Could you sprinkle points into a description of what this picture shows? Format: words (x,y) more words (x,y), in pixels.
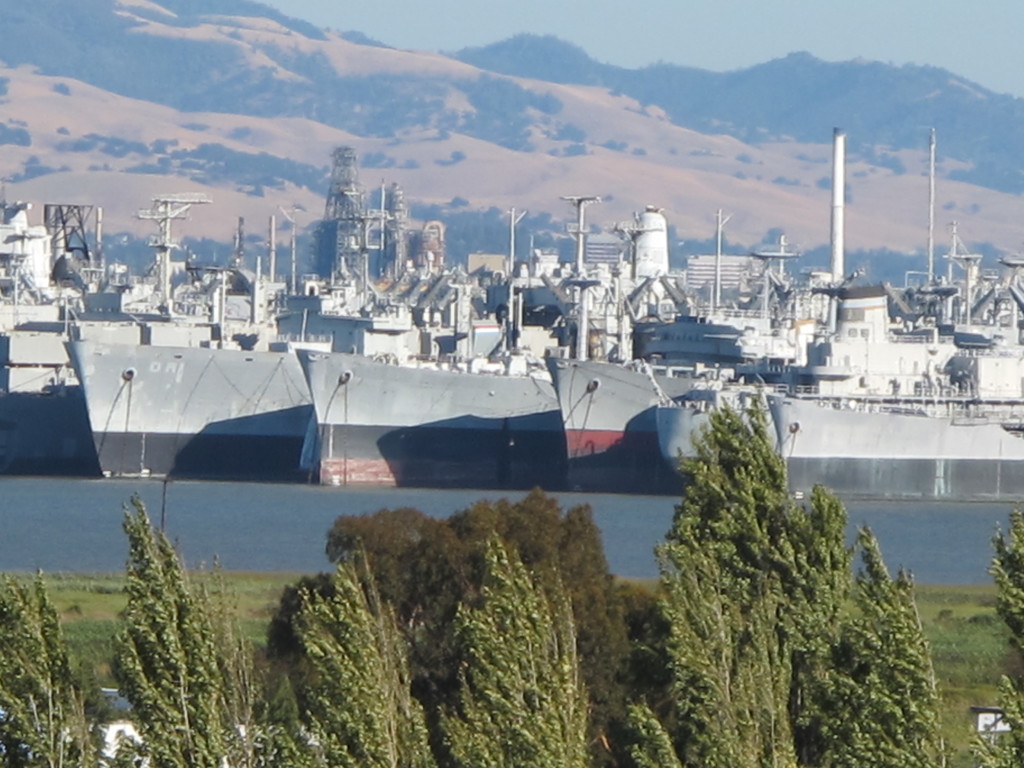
In this image I can see grass (621,592) and number of trees (440,557) in the front (490,561). In the background (619,502) I can see water (451,502) and in it I can see few ships (445,340). I can also see the sky (941,16) in the background (868,27).
